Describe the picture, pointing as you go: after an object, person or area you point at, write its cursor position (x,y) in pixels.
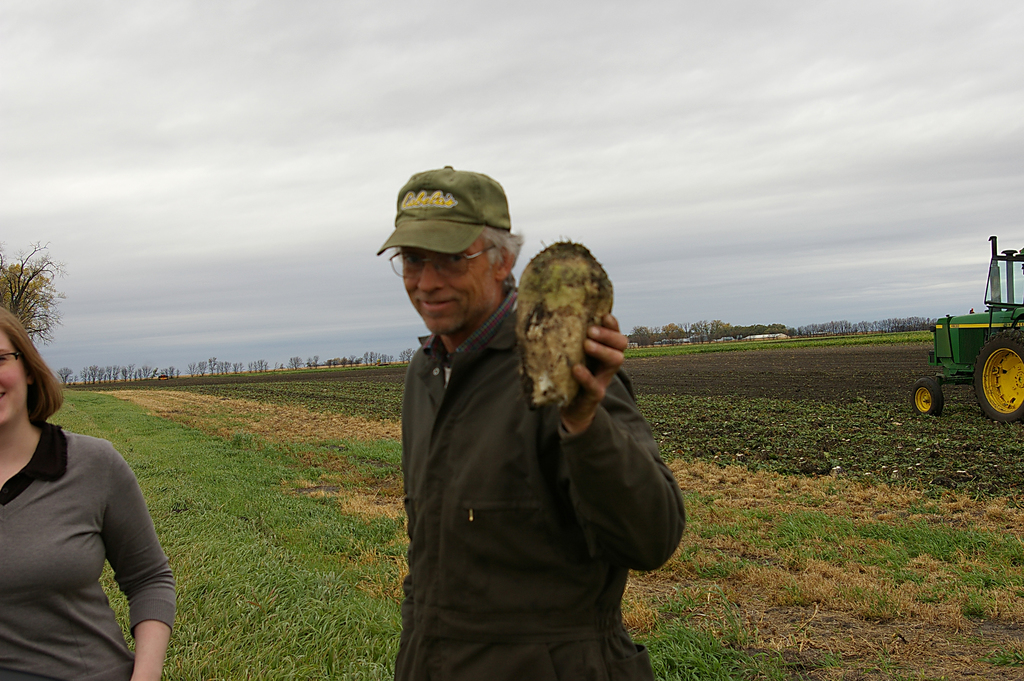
In this image there is a person (467,242) standing with a smile on his face (438,266), is holding something in his hand (588,359) on the surface of the grass (334,558), beside the person (472,531) there is a woman (59,437) standing with a smile on her face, in the background of the image (945,344) there is a tractor (945,383) and there are trees (641,333).
